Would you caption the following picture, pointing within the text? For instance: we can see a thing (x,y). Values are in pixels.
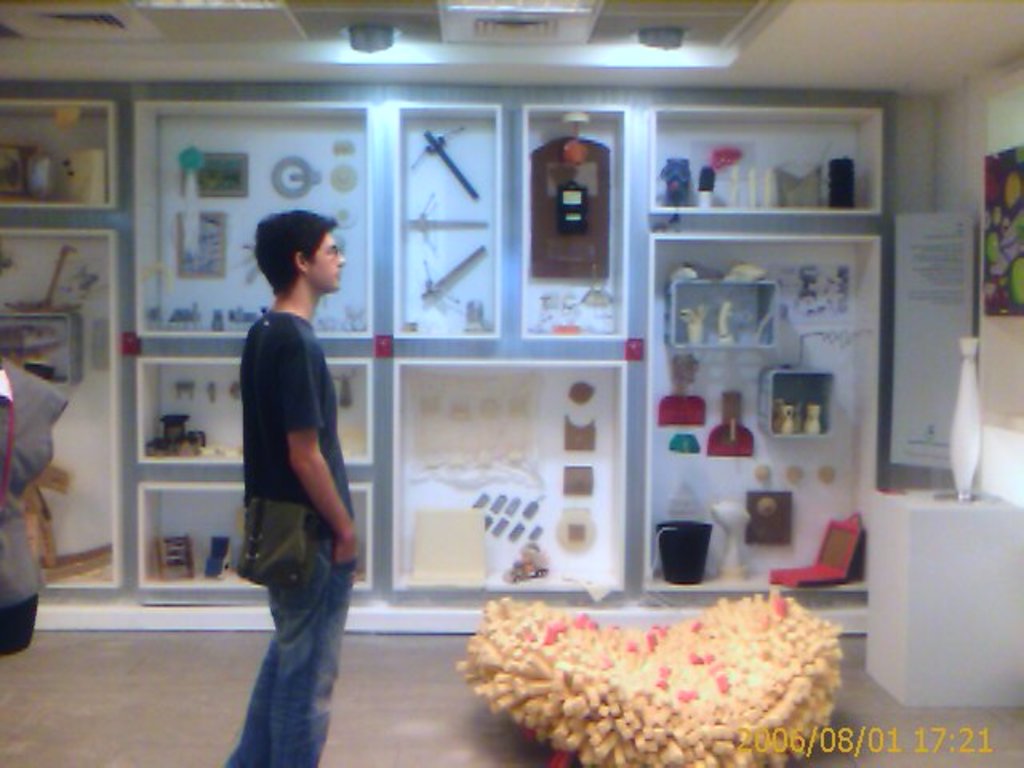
In this picture we can see a person (287,426) is standing and on the right side of the person (296,494) there is an object (614,654). Behind the man (332,536) there are some objects (190,209) in the shelves (810,535) and at the top (346,39) there is a light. On the image there is a watermark (908,741).
